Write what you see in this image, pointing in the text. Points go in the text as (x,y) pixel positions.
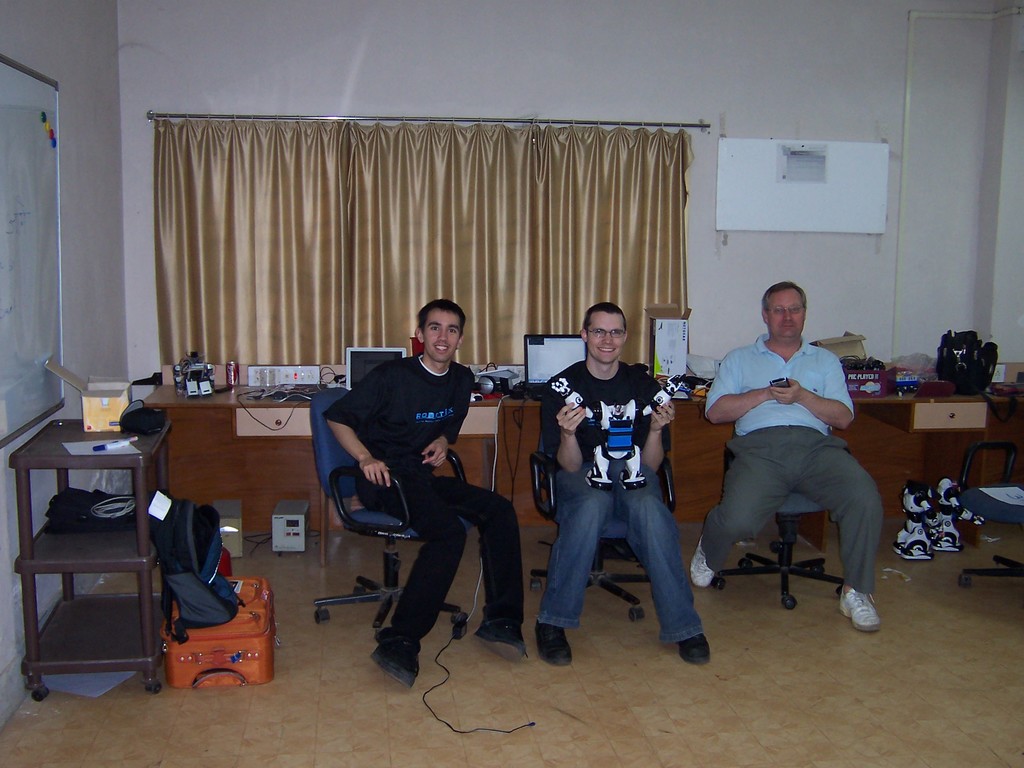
This is an inside view of a room (926,609). In the middle of the image (404,408) three men (439,409) are sitting on the chairs (370,520), smiling and giving pose for the picture. The man (607,400) who is sitting in the middle (578,458) is holding a toy robot (615,422) in the hands (577,415). On the left side (103,534) there is a table (75,614) on which a box (102,404) and few objects (93,519) are placed. Beside the table (93,618) two luggage bags (203,614) are placed on the floor (265,718). At the back of these people (455,432) there is another table (258,440) on which a laptop (555,361), switchboard (284,379), cables (325,381), bag (953,354), boxes (670,358) and many other objects (912,371) are placed. On the right side (989,508) there is a chair (1021,515) and few objects (947,538) are placed on the floor (815,629). In the background (540,208) there is a curtain (539,233) hanging to a metal rod (266,117). Beside the curtain (578,189) there is a white board (732,190) attached to the wall (940,150). On the left side (35,271) there is another board (21,270).
